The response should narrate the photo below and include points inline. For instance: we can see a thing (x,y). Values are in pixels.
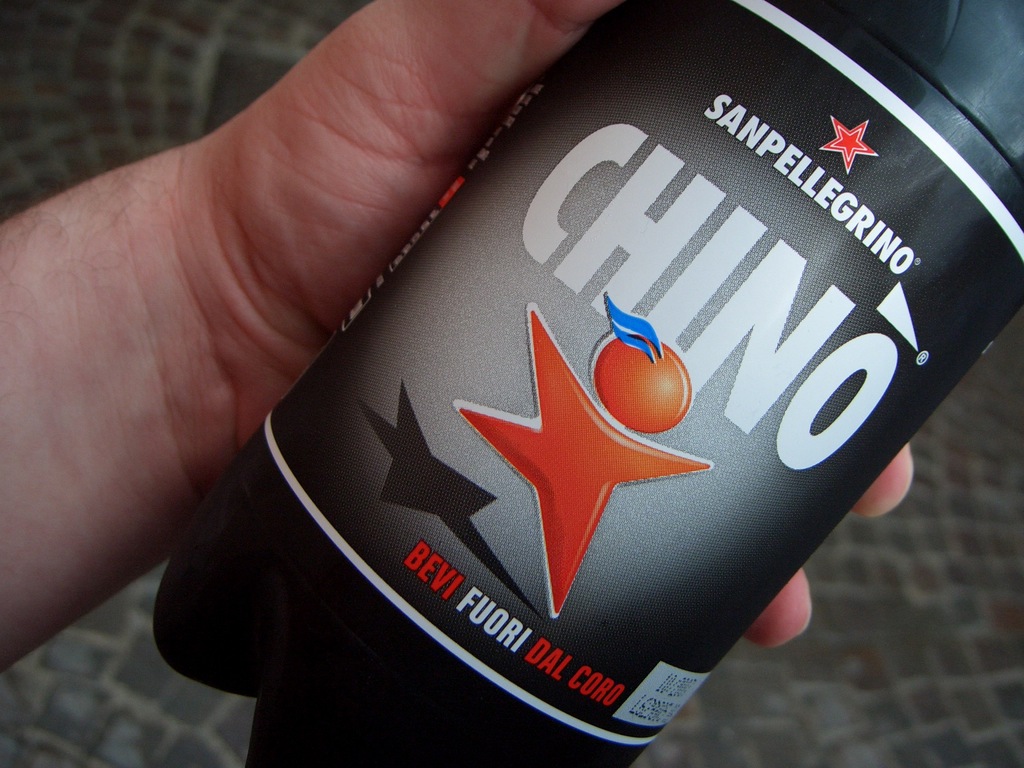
In the image we can see a person's hand (186,331) holding a bottle (378,397) in hand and this is a label (674,248).
